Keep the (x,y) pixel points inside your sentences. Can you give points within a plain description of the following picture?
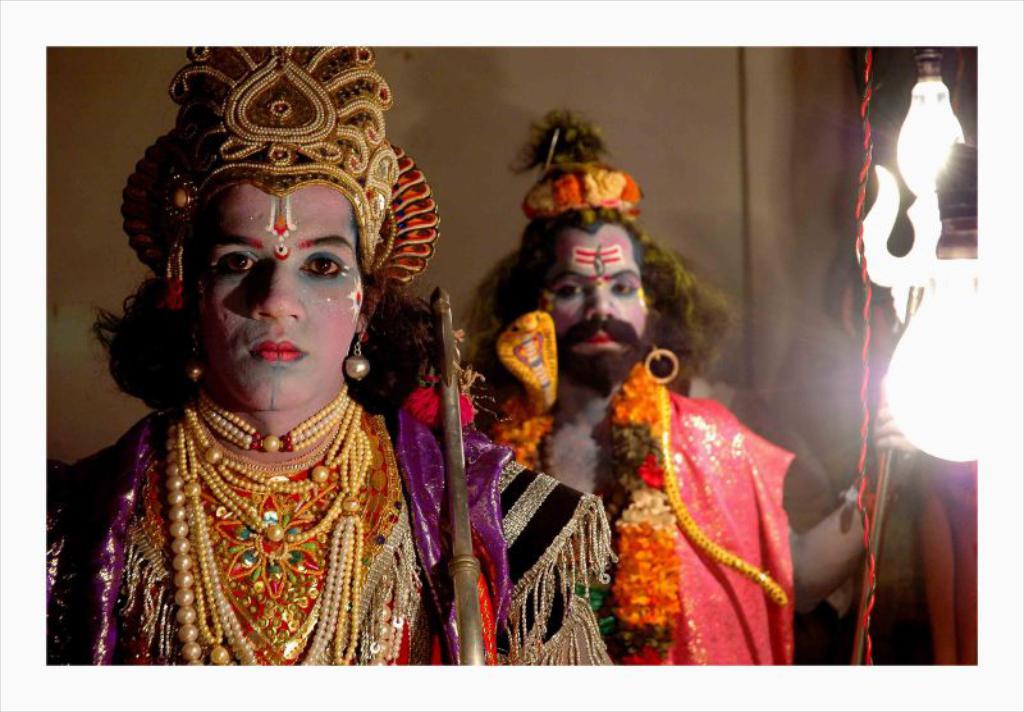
In this image I can see a person (440,523) wearing costume (276,526) and holding gold colored object (460,520) in his hand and another person (674,371) wearing costume (741,521) which is red, yellow, orange and white in color and holding a metal object (886,458) in his hands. To the right side of the image (929,184) I can see few lights (929,184) and in the background (745,158) I can see the white colored wall (619,151).
